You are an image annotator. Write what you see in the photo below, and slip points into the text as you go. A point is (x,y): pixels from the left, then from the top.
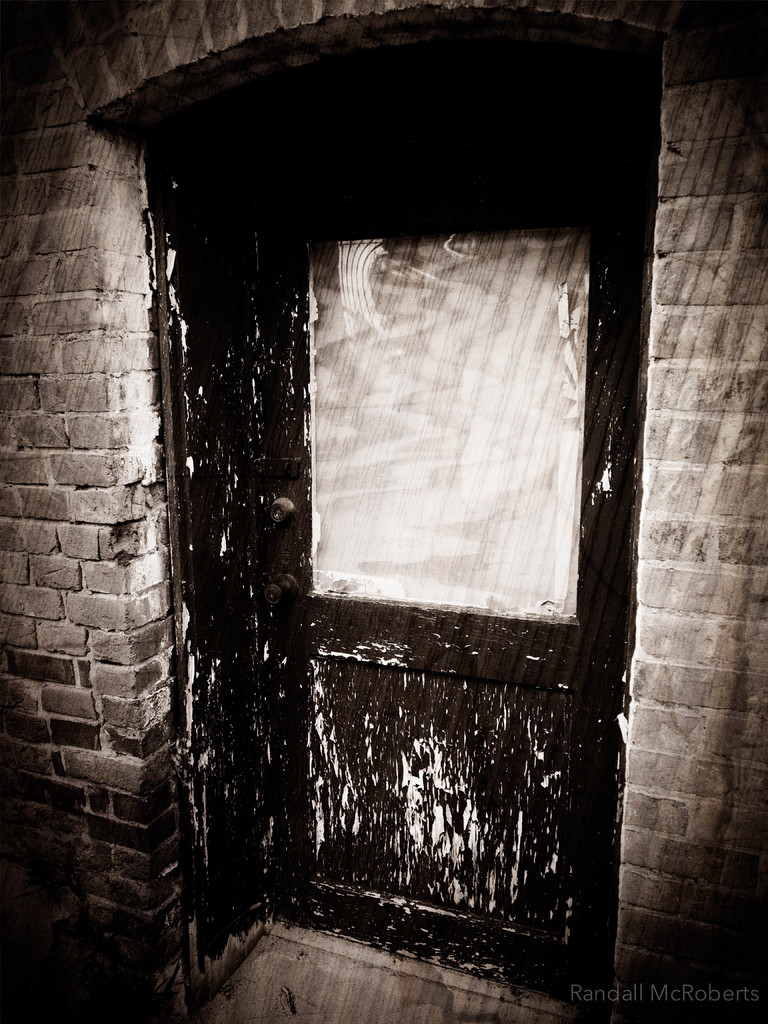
This picture is an edited picture. In this picture there is a building (751,359) and in the foreground (512,614) there is a door (575,298). At the bottom right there is a text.
